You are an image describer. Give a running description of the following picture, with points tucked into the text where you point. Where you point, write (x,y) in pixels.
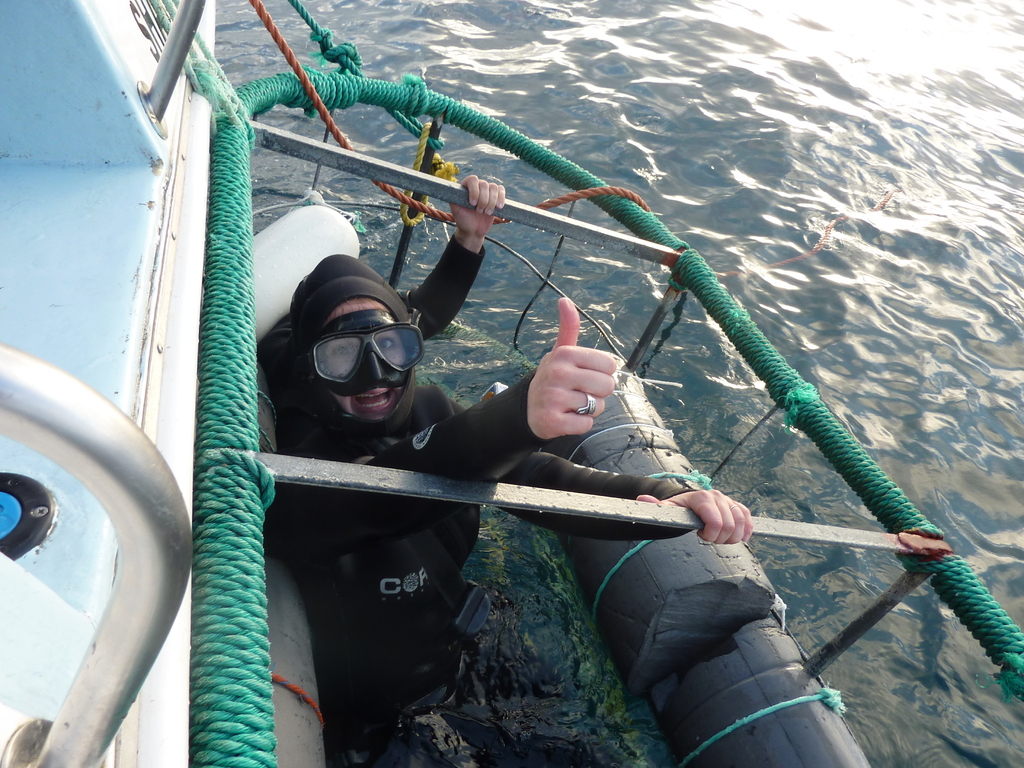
In the center of the image (389,436) we can see a person (408,597) in water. On the left side of the image (5,39) we can see a boat (122,302). In the background (718,133) there is a water (734,151).
